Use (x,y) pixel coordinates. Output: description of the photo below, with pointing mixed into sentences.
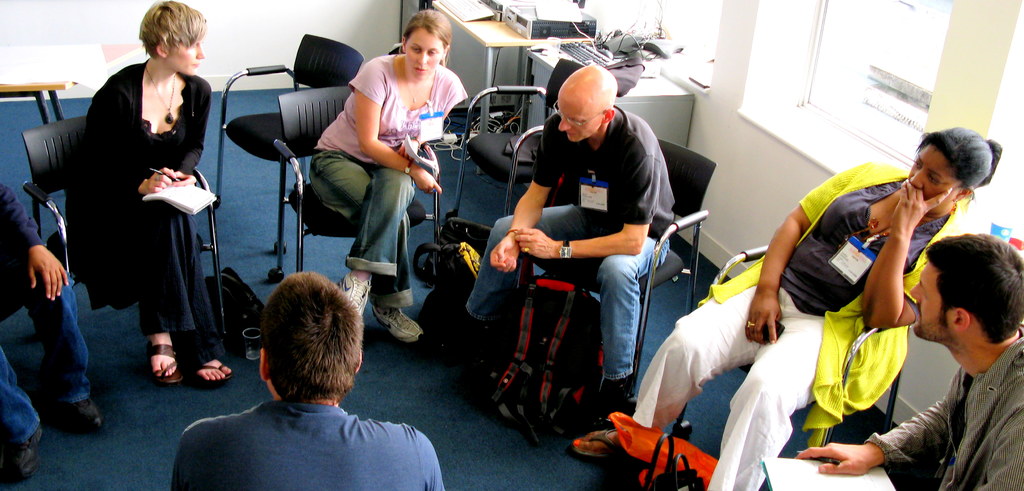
In this picture I can see few people (801,227) who are sitting on chairs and I see few bags (519,307) on the floor (417,290). In the background (224,115) I can see an empty chair (314,42), tables (509,40) on which there are few things (544,16) and I see that it is white color on the right of this picture (816,84).
